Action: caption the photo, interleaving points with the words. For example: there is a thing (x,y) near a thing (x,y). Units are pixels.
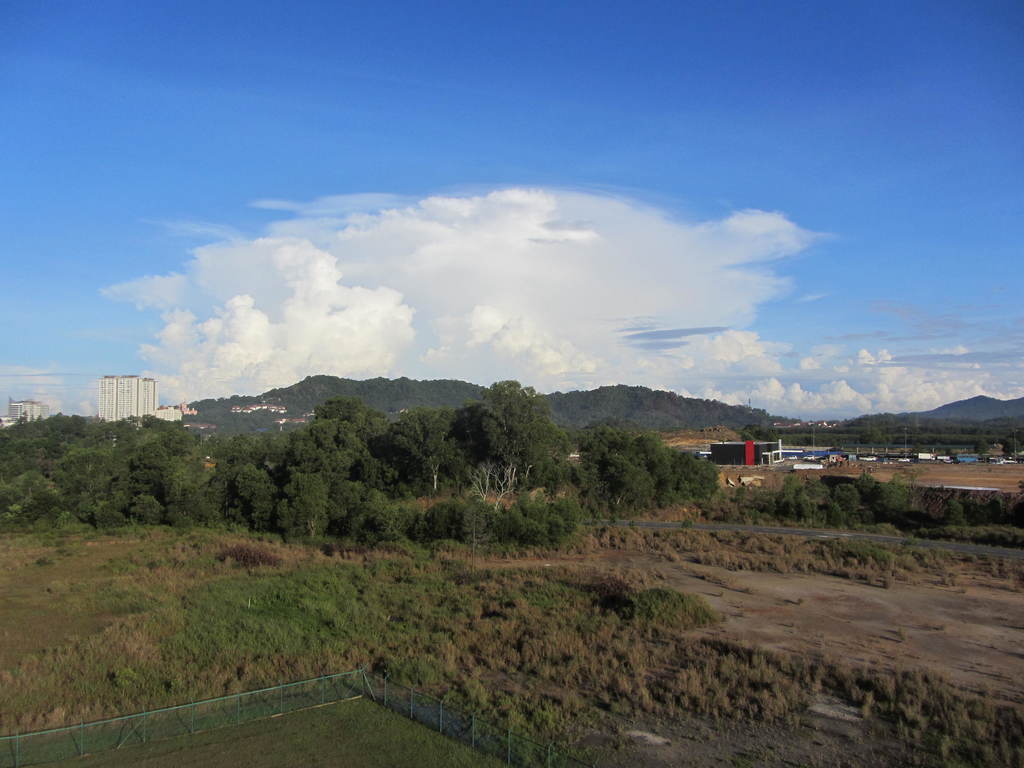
In this image there is grass (644,641), plants (627,515), buildings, trees (604,438), hills (381,383), sky (511,169).
